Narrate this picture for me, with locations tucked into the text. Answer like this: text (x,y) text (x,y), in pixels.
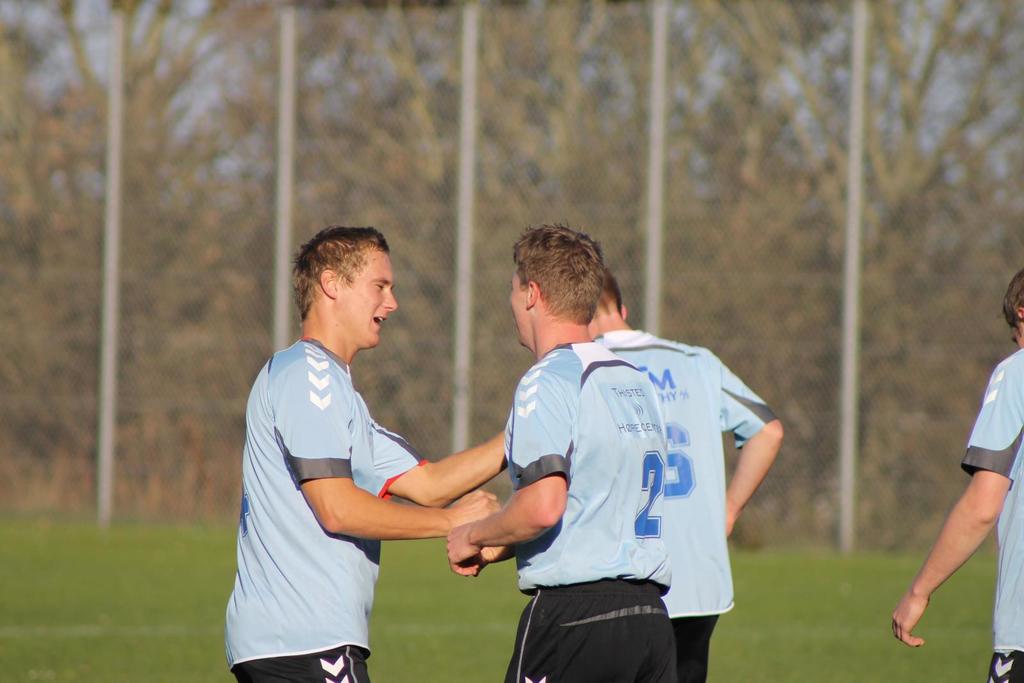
In this image we can see the people (523,487) standing on the ground (466,622). And there are trees (211,456), grass (152,568) and the pole (120,124).
